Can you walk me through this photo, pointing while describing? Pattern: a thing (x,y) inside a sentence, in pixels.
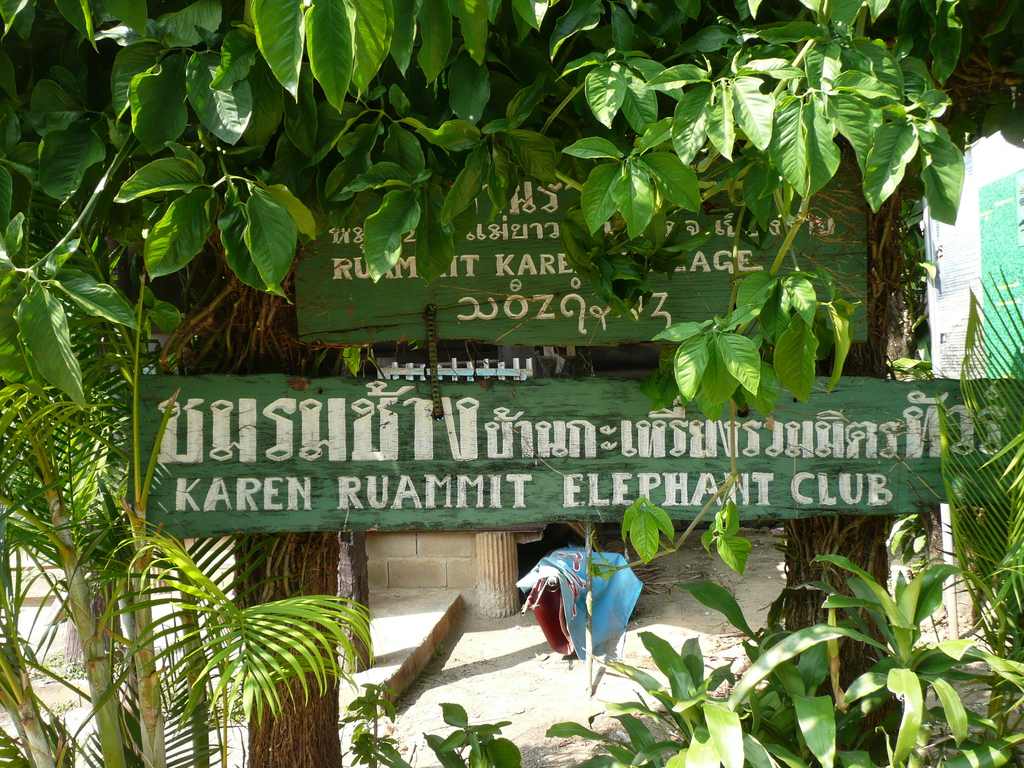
In the center of the image (469,505) we can see the boards (489,245). On the boards (845,381) we can see the text (741,424). In the background of the image (881,324) we can see the trees (50,578). On the right side of the image (953,318) we can see a board (932,234). At the bottom of the image (613,641) we can see the ground (750,564), wall (412,553) and cloth (612,597).
